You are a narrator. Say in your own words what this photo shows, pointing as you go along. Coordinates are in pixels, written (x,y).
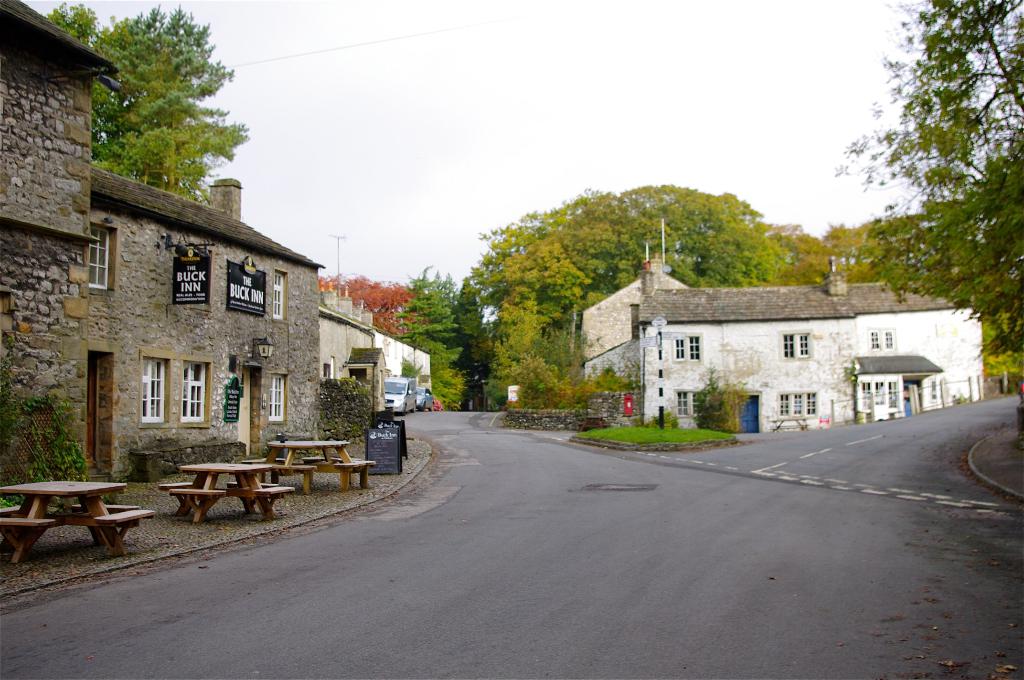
In this picture we can see a 2 lane road (915,432) with houses (593,352), trees (671,237) and tables (33,513) on either side.
